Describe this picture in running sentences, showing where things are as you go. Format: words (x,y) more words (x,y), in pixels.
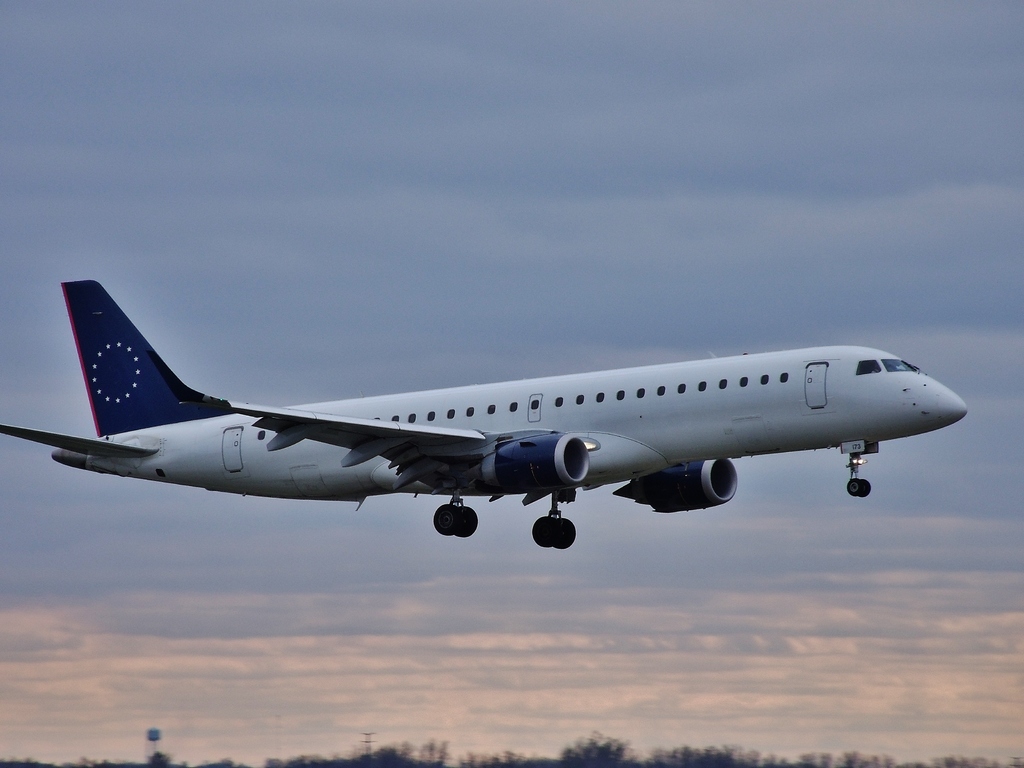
In the center of the image (414,416) we can see an aeroplane (564,459) flying in the sky (468,547). At the bottom (710,755) there are trees (366,760) and poles (372,735).
